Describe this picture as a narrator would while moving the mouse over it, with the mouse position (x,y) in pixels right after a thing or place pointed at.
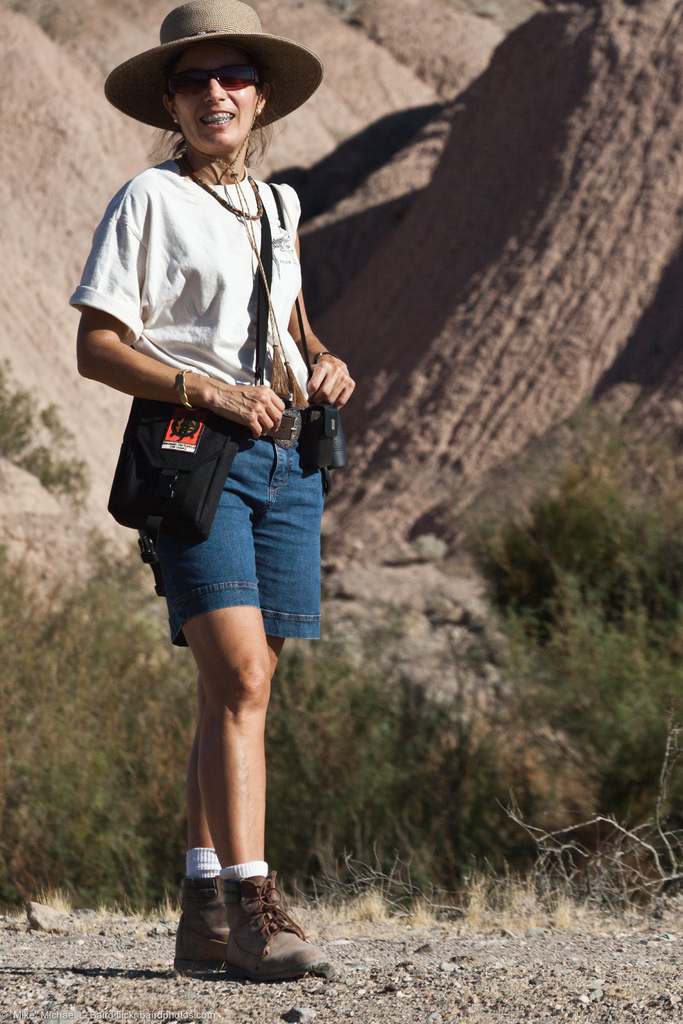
In this image we can see a lady (236,596). The lady (296,483) is wearing a hat (248,18) and carries a bag (181,467). Behind the lady (249,565) we can see a group of plants (136,711) and rocks (361,420).
